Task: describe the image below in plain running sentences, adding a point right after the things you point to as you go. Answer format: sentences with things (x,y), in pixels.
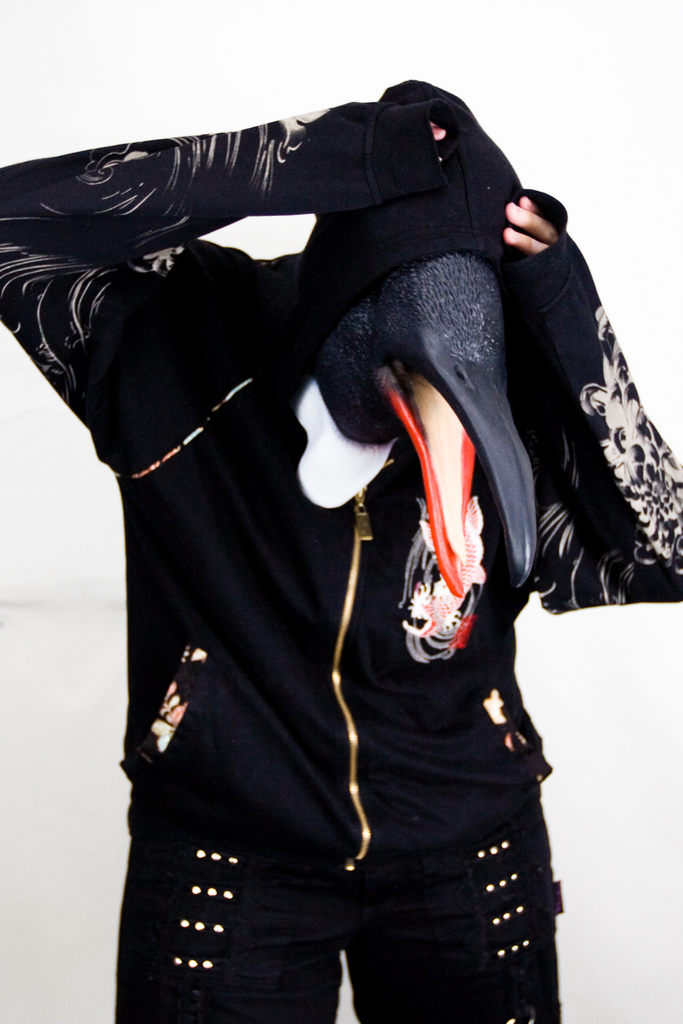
As we can see in the image there is a person (307,555) wearing bird mask (473,444) and black color jacket (323,305).
